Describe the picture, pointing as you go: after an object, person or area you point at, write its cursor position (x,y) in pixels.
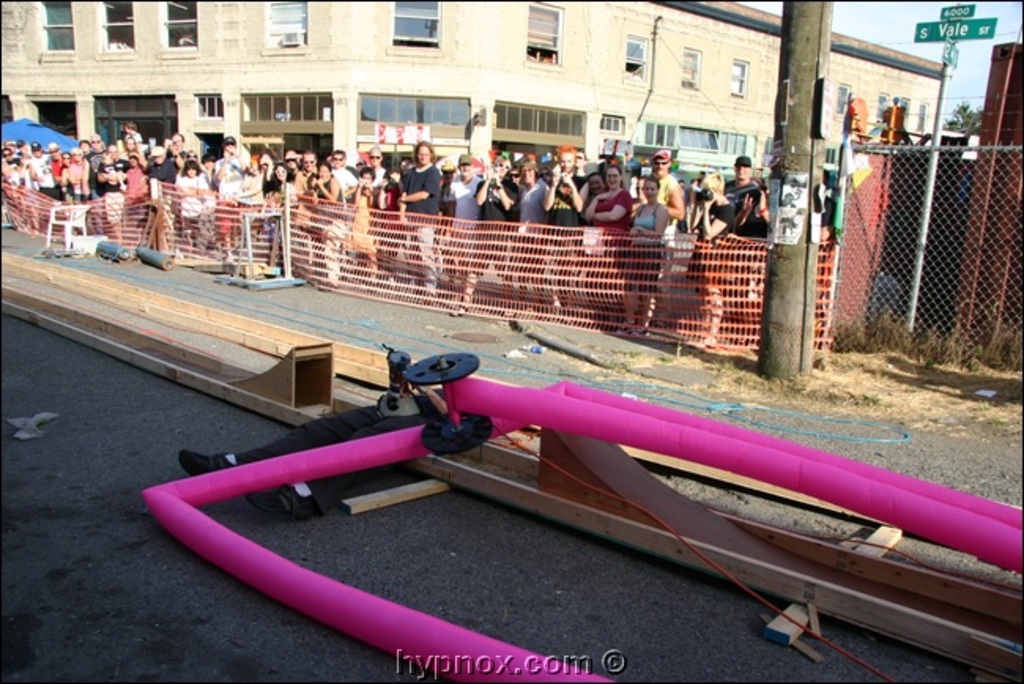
In this image in the front (258,335) there are wooden stands (290,354) and there is an object (248,478) which is pink in colour and there is a person (400,418) laying on the stand (312,380). In the background (385,186) there are persons (208,178) standing, there is a fence (630,271), building (598,84) and there are poles (799,118) and there is a tree (973,117).
